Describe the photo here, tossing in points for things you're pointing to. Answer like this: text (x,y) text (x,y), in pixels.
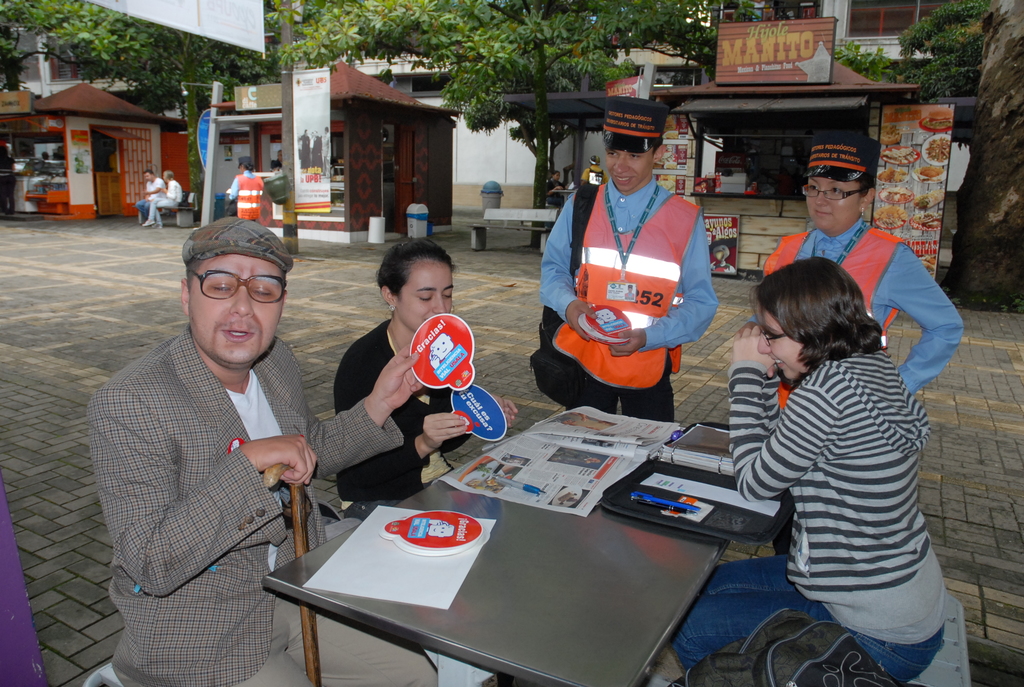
There is a man (276,415) sitting on a chair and he is talking. There is a woman (879,523) sitting on the right side (763,584) and she is smiling. They are the two people (686,312) who are standing and looking on. In the background (807,43) there is a shop (806,86), a tree (429,22).
